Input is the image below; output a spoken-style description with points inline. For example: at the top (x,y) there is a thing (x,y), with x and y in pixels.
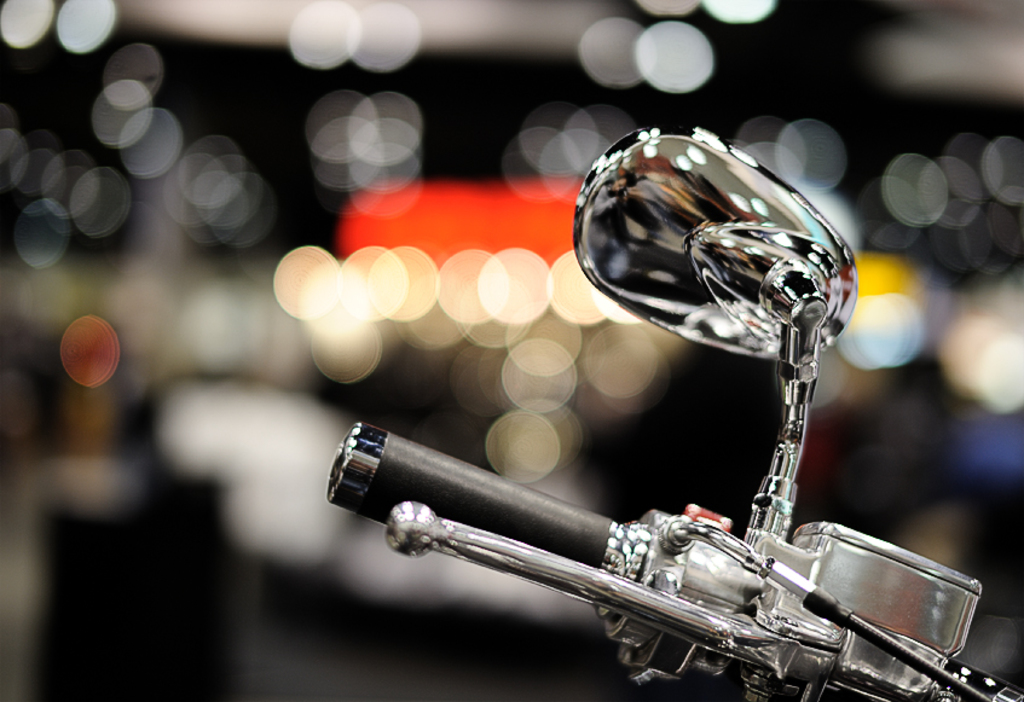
In this picture we can see a mirror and a handle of a vehicle (862,543) and in the background (703,482) we can see it is blurry.
